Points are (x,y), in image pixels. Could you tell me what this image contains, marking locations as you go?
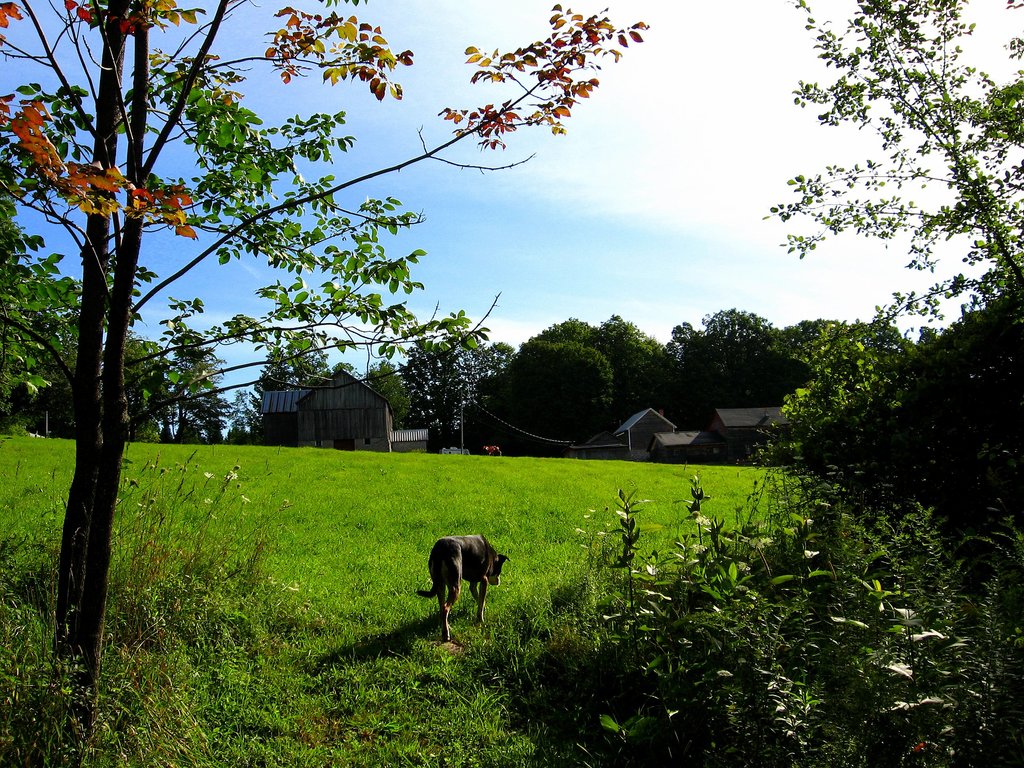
In this image we can see the trees (981,361) and a dog (468,569) on the grass (392,603). And there are houses (762,413) and sky (659,185) in the background (685,190).
